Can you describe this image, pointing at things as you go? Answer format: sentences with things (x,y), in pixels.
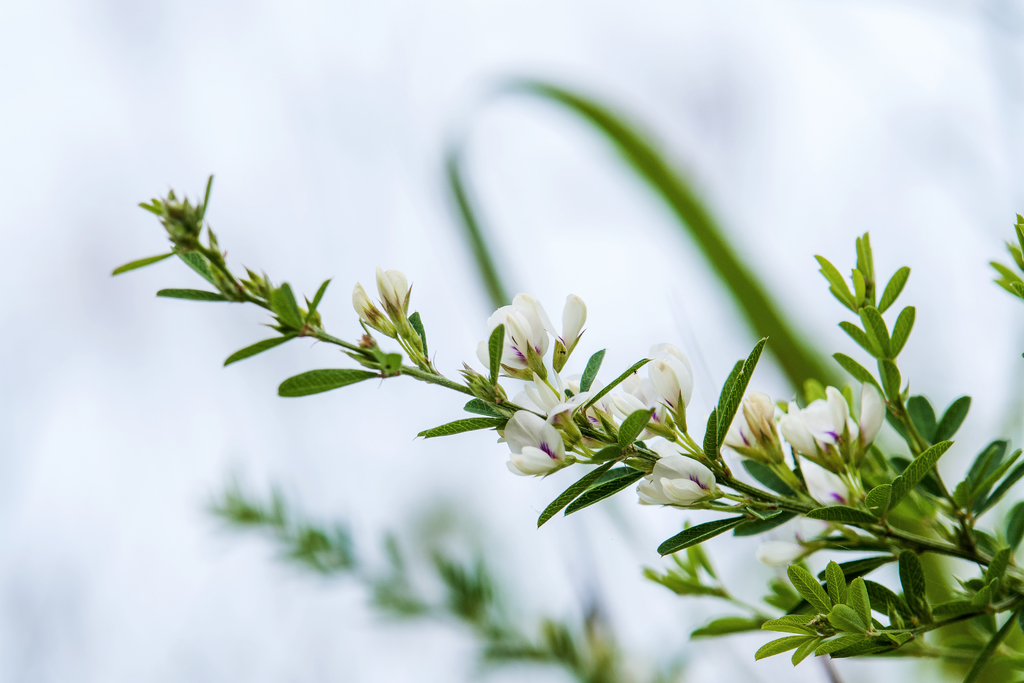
In this image we can see two plants (907,473) on the ground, one plant (622,444) with white flowers (672,355) and there is a white background (244,312).
